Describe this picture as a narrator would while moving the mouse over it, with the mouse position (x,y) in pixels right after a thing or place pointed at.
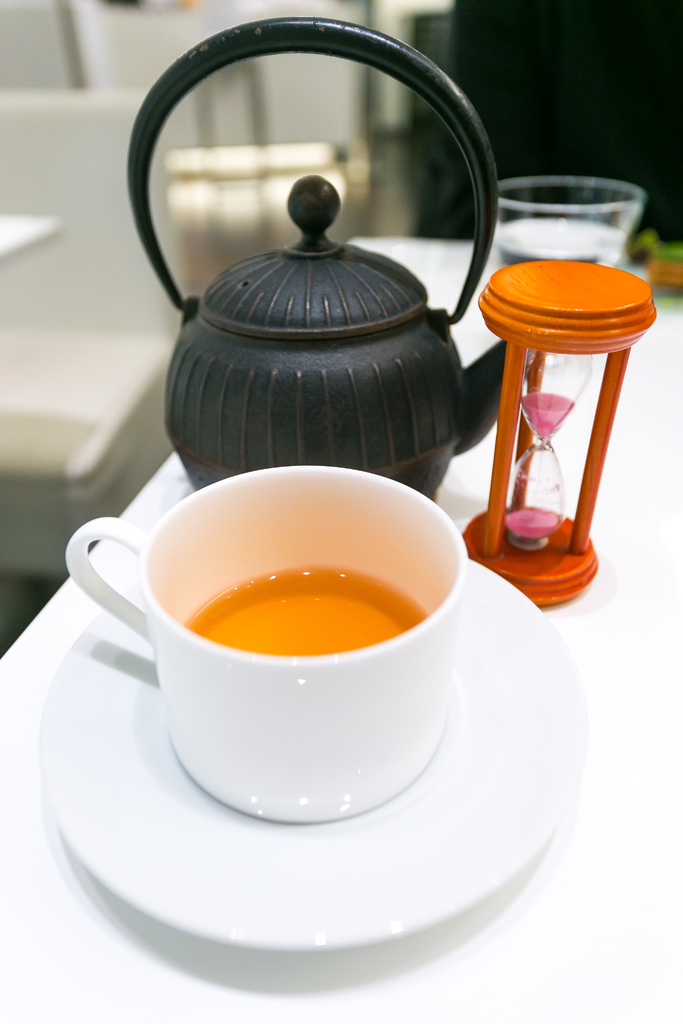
In this picture there is a white color teacup (218,557) placed on the white table top (662,458). Behind we can see the sand clock (522,545) and black color kettle (303,287). Behind there is a blur background (4,115).
